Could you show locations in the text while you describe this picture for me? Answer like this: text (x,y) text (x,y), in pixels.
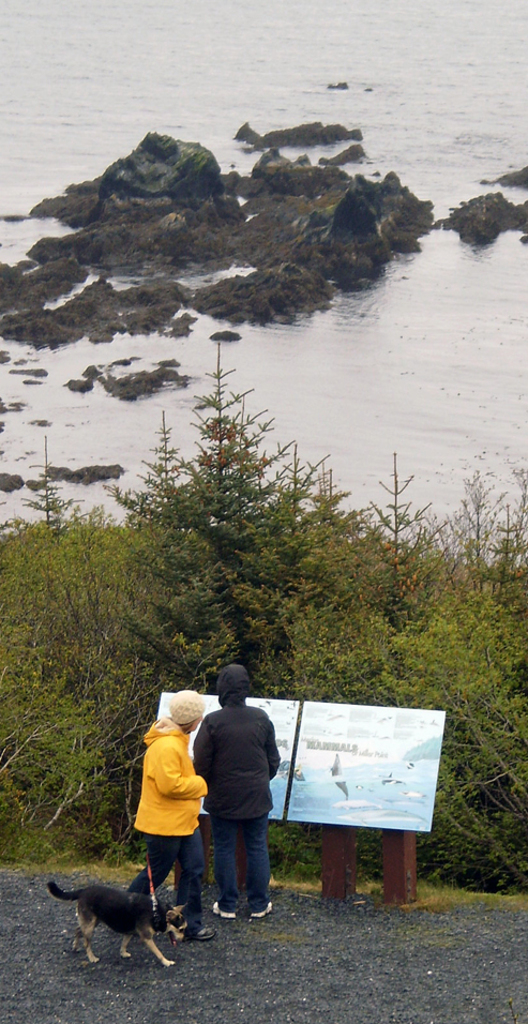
In this image there is a path (189,972) on that path (207,972), there are two persons (182,855) one person (148,852) is holding a dog (161,920), in the background (151,723) there is painting trees (136,552) and a river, in the middle of the river (475,350) there are stones (242,206).
